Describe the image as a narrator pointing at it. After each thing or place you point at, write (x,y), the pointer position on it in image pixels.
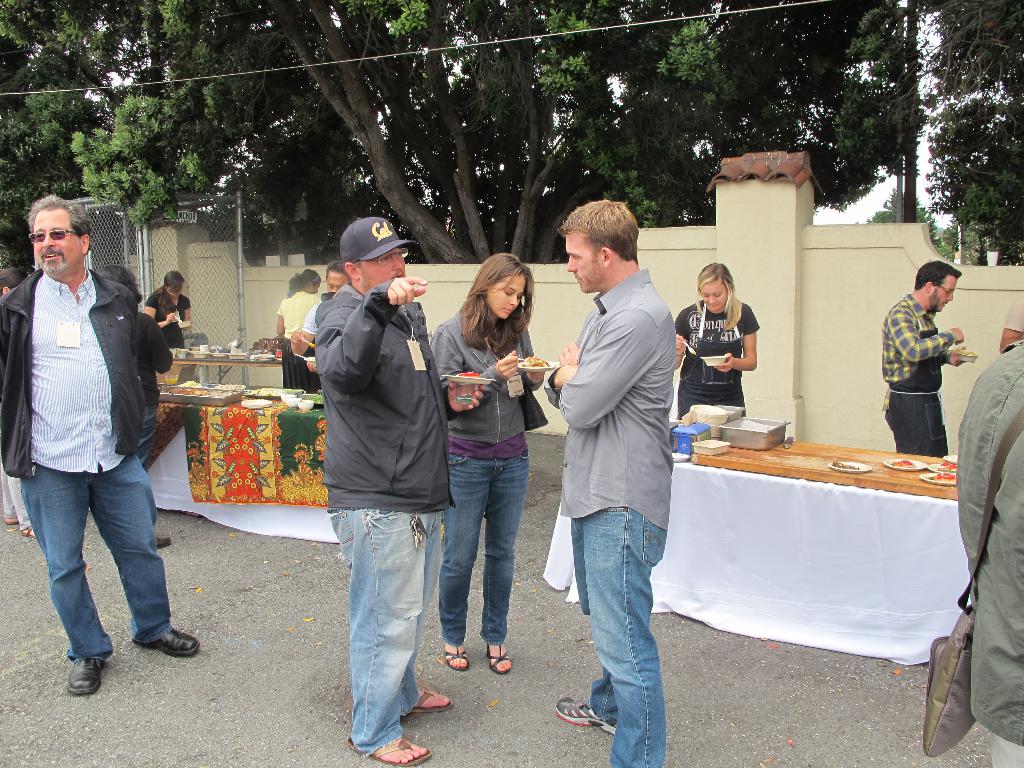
In this image I can see number of people (55,576) are standing. I can also see few tables (777,566), few trees (335,215), fencing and I can see few of them are wearing jacket (349,434). Here I can see holding a glass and wearing a cap (383,251). I can see few people (495,410) are holding plates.
